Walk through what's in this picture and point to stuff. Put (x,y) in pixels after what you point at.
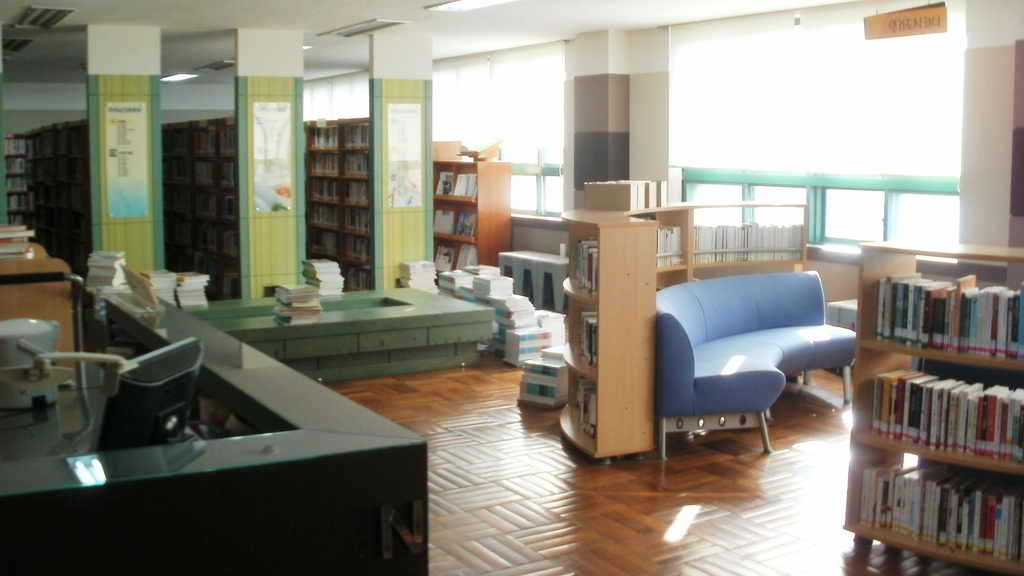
This picture shows a library (603,241) with books (945,507) arranged in the shelf (929,363), there is a couch (672,411) over here and there is a help desk (354,457) on to the left (215,456) which has a monitor (115,421) and some other objects (16,360) and there are some books (504,281) kept on the floor (457,378) there are some ceiling lights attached and on the right (734,93) there is a window (795,127).
